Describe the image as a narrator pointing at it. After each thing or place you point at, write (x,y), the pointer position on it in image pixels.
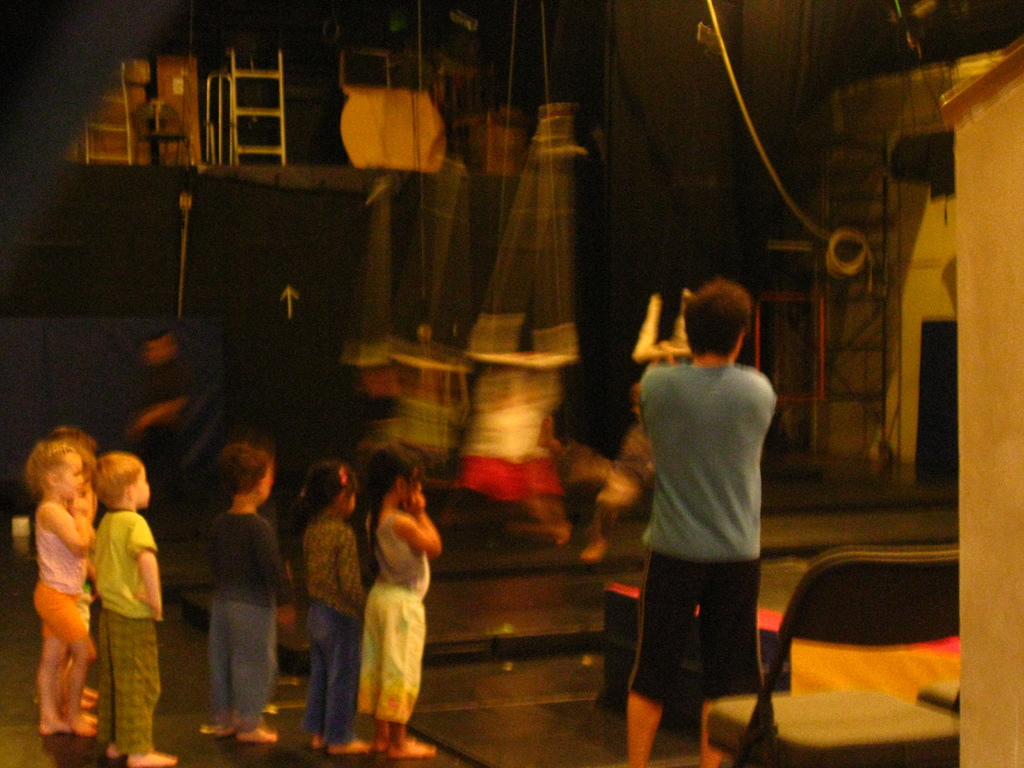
In this picture we can see a man (645,628) and a group of children's (385,569) standing on the floor (547,709), chair (916,582), ladders (253,111) and in the background (99,124) we can see some objects (477,322).
